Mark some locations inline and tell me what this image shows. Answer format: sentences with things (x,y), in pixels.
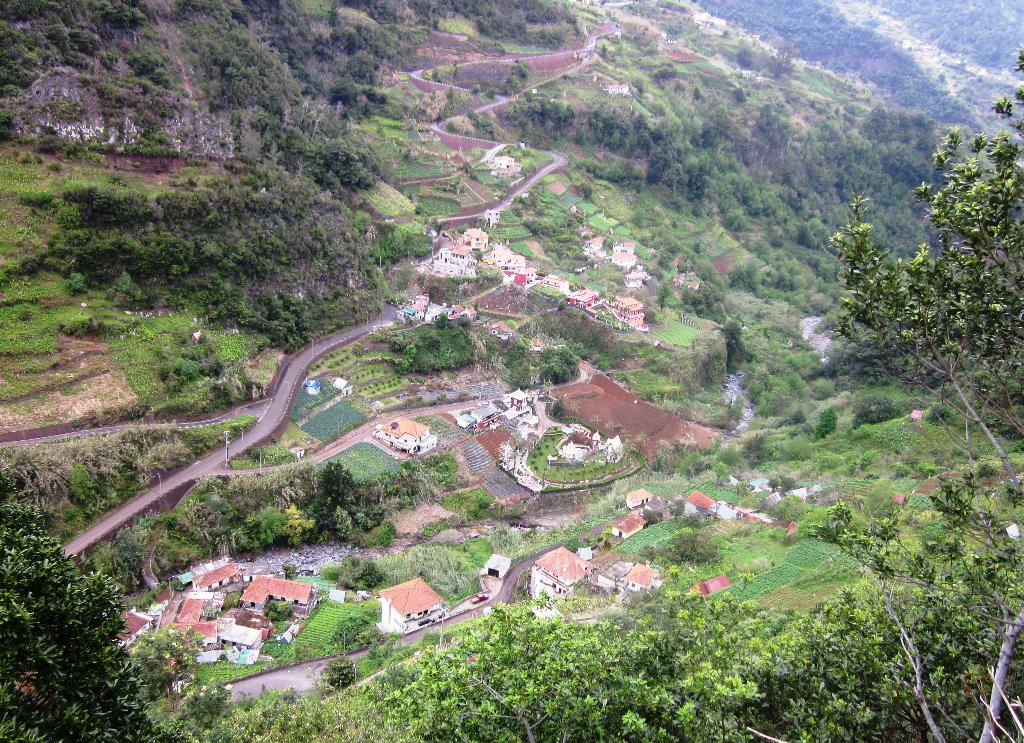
As we can see in the image there are trees (262,309), grass (156,330), hills (486,290), houses (621,311) and plants (296,652).
